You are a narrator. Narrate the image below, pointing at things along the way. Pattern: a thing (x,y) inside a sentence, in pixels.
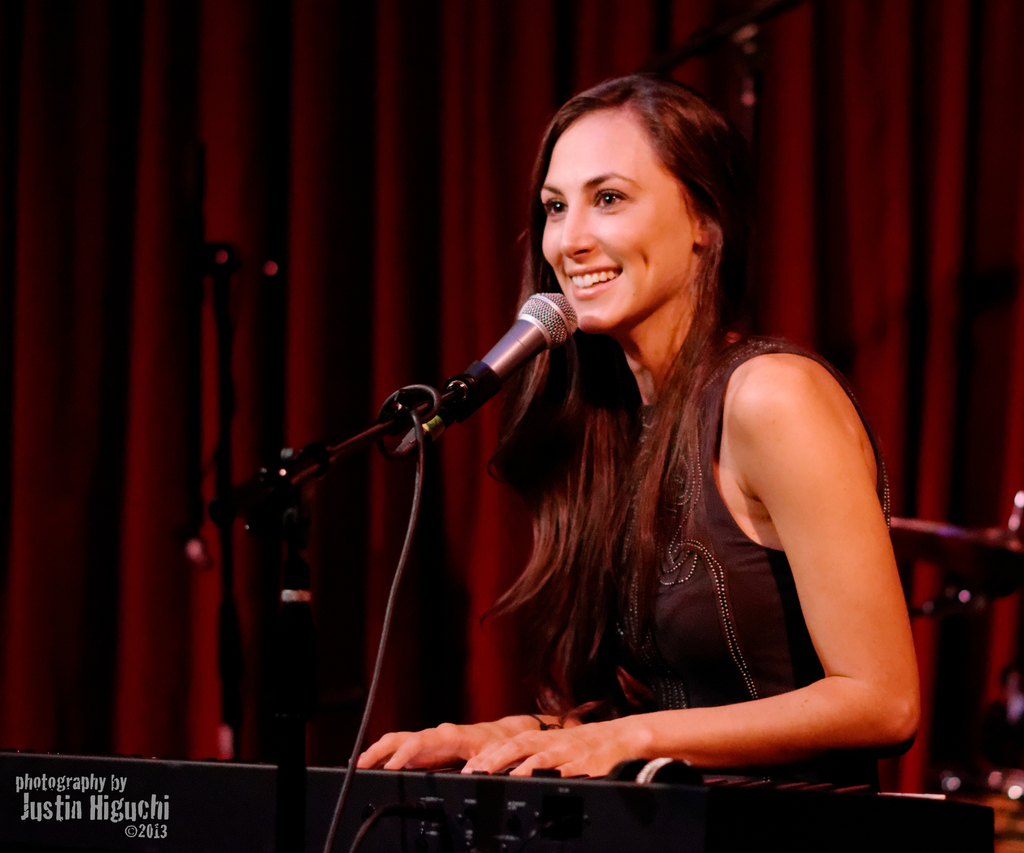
In the picture there is a woman (749,578), she is playing a piano (514,778) and in front of the piano (498,773) there is a mic (491,359), the woman (602,283) is laughing and in the background (708,86) there is a curtain (790,129).
